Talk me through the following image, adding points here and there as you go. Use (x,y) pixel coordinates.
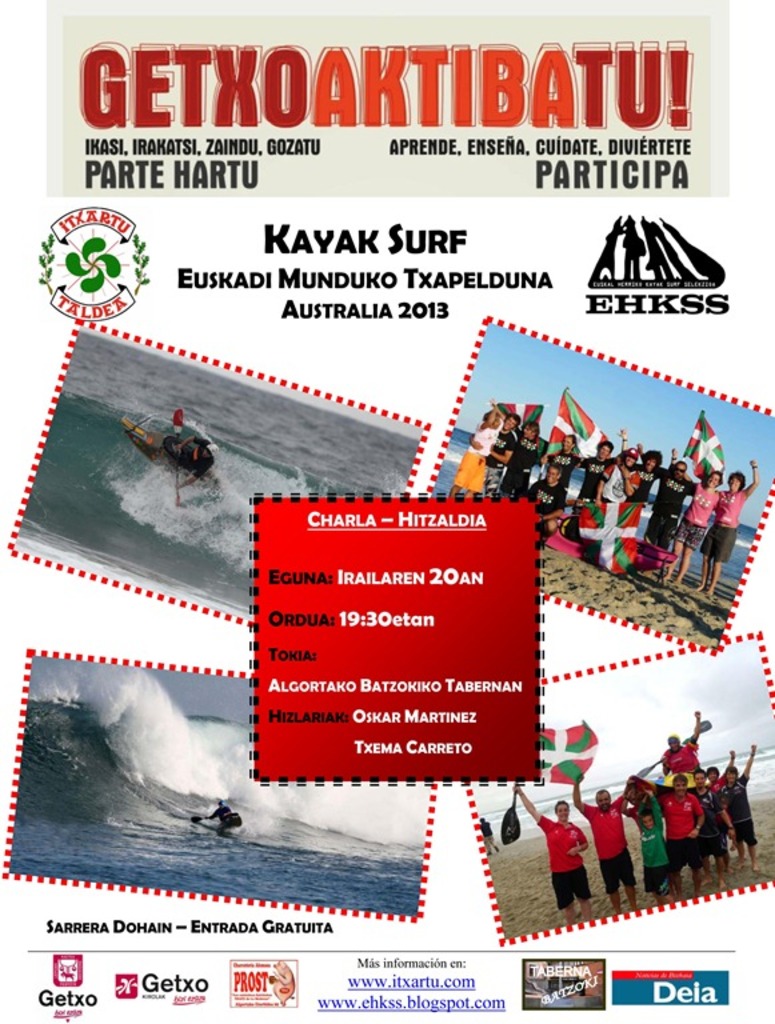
In this image there is a poster (293,552) with some images (558,529) and text (317,76) on it.
